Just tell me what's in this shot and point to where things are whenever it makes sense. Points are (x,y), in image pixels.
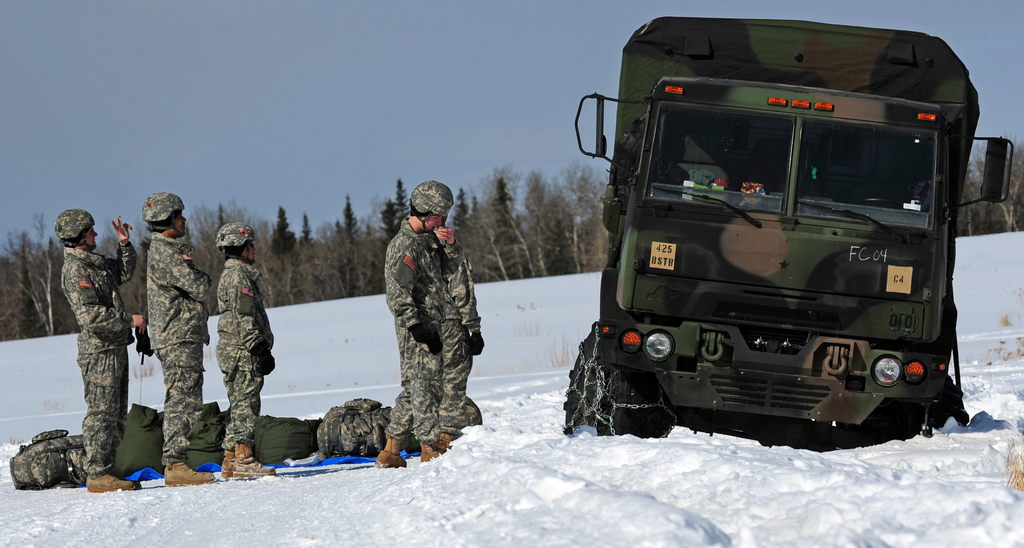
In the picture I can see people (231,278) are standing on the snow (289,375). These people (241,355) are wearing helmets (231,225) and uniforms (249,316). On the right side of the image (821,235) I can see a truck (734,276). In the background (364,268) I can see trees (341,270) and the sky (249,82). I can also see bags (298,458) and some other objects (350,460) on the snow (375,471).
